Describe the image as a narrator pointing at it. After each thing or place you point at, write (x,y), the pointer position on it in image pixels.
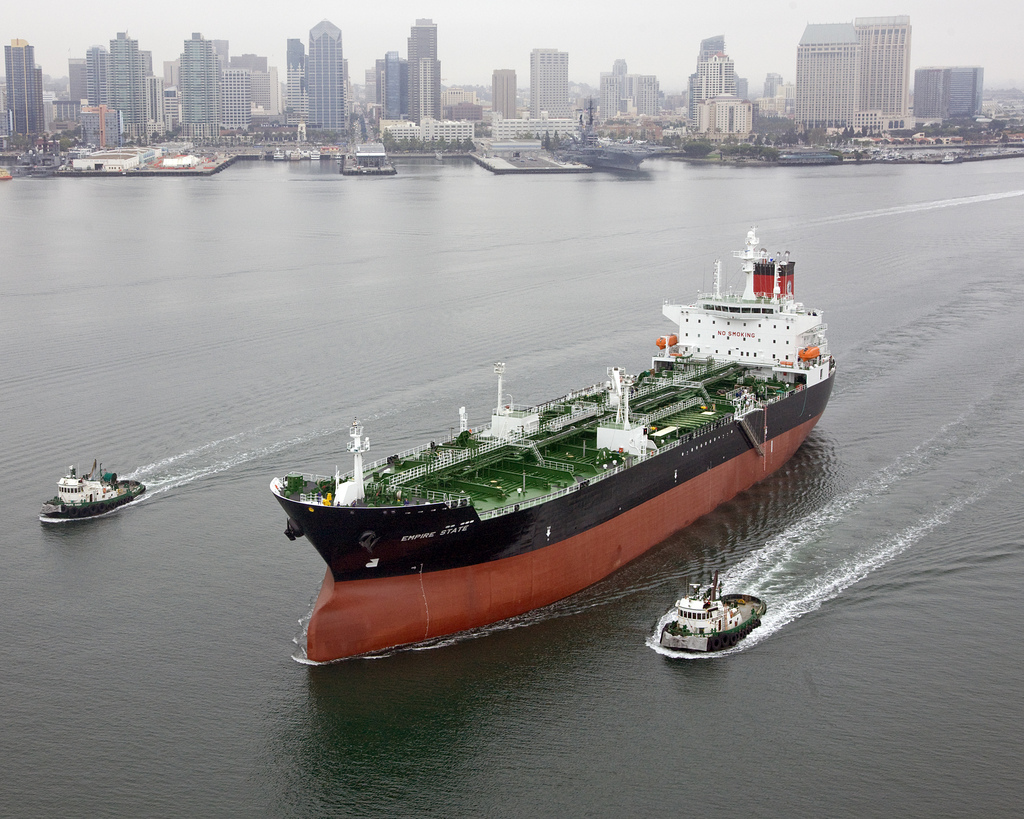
In this picture we can see a ship (527,469) and boats (108,490) on the water (492,352). In the background (168,167) we can see buildings (859,128), trees (728,152), some objects (609,155) and the sky (465,62).
